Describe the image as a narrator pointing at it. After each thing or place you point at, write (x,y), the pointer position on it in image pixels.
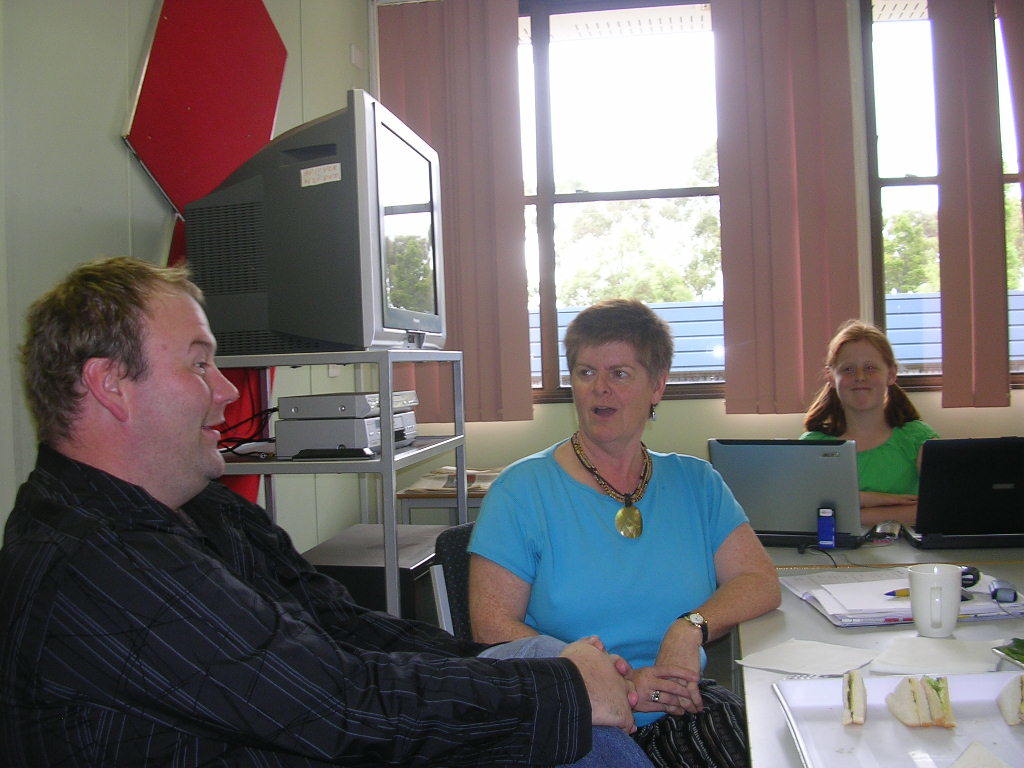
In this image I see 3 persons (6,632) who are sitting on chairs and there is a table (796,616) in front of them on which there are two laptops (855,513), a cup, food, papers (847,656) and other things (782,699). In the background (255,414) I see a table (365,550) on which there are few equipment (281,424), a TV (293,271) and I see the windows (660,1), curtains (478,131) and the wall (49,5).
